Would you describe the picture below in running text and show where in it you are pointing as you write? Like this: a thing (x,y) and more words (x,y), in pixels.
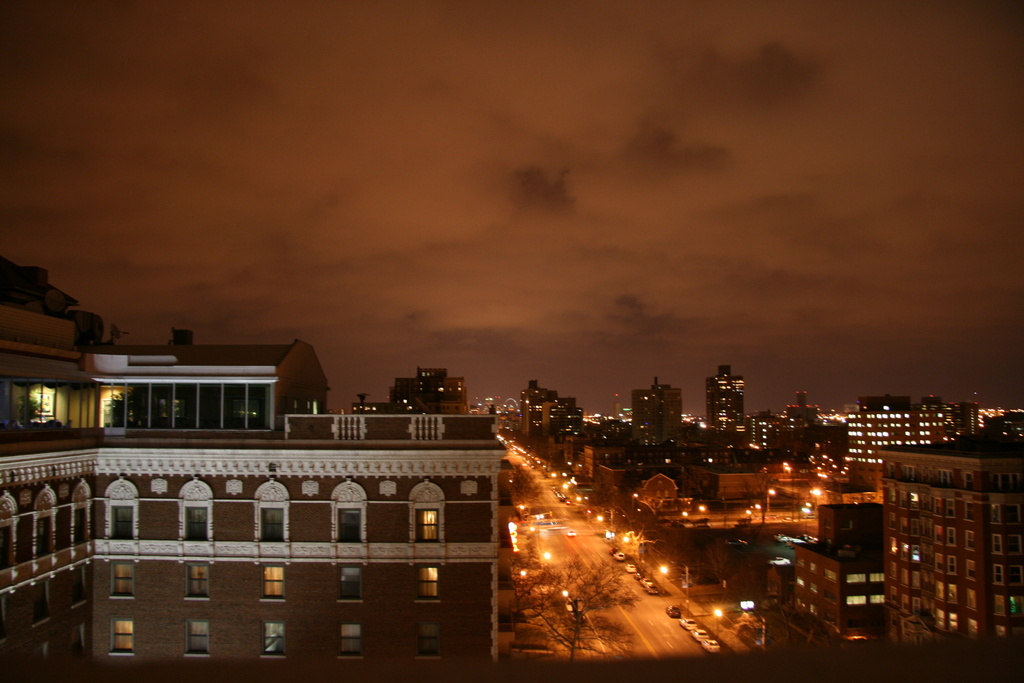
In this image we can see the buildings (725,480) with lights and there are vehicles (621,558) on the road (639,594). We can see the street lights (562,487), trees (647,547) and sky (867,100) in the background (530,205).
